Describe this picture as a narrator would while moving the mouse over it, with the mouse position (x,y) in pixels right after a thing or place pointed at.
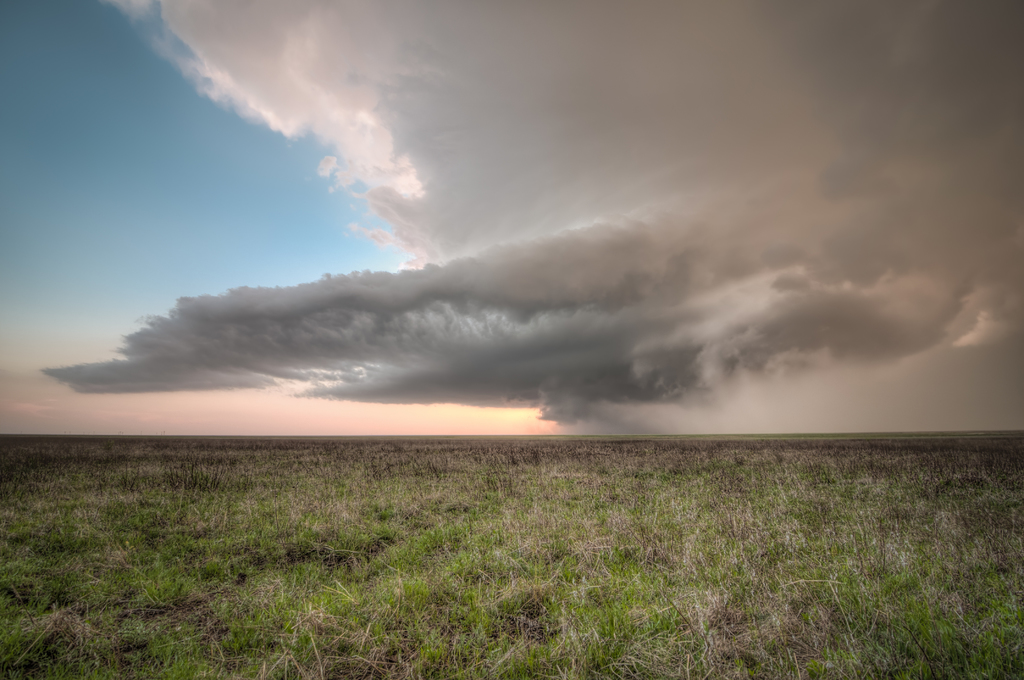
In this image in the front (488,516) there is dry grass (461,528) on the ground (474,493) and the sky (633,287) is cloudy.
